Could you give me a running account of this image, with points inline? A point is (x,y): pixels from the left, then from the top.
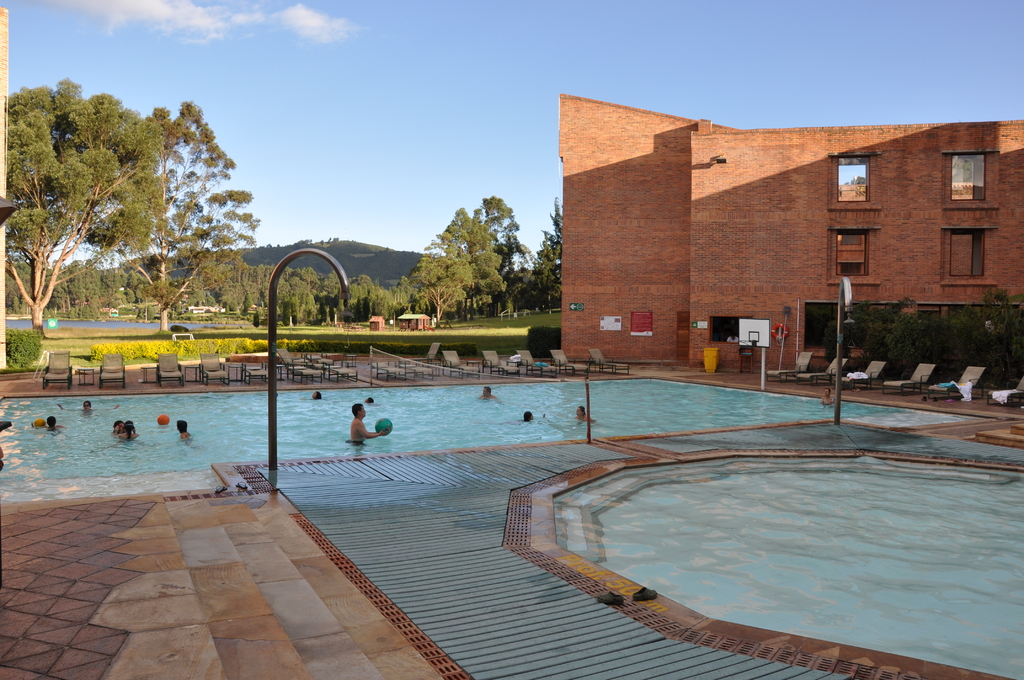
In this picture we can see steps (671,476), poles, balls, basketball hoop (763,341), some people (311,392) in the water (345,431), chairs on the floor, trees (40,311), mountain (408,256), grass (259,338), building (628,301) with windows (973,189) and some objects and in the background (564,36) we can see the sky (553,88).
